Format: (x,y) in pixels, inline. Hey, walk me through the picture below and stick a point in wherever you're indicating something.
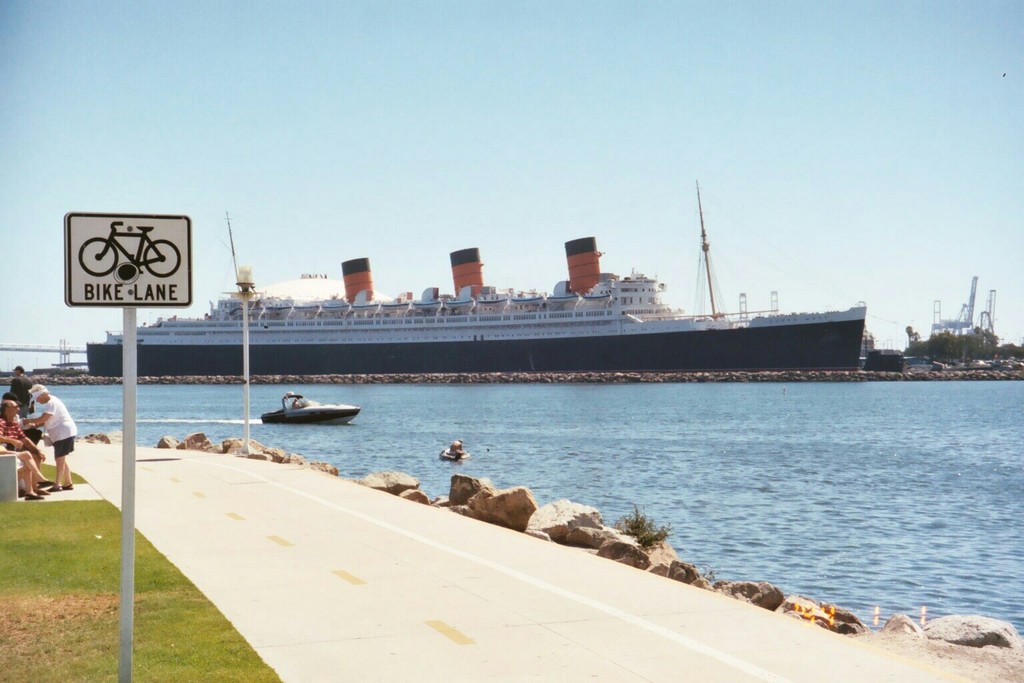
In this picture we can see a pole (128,573) with a sign board (128,253). Behind the pole (135,508) there are some people (69,452) standing and some people (20,441) sitting on a bench (13,482). On the right side of the people (23,432) there are rocks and boats (265,420) on the water (349,427). Behind the boats (336,411) there's a ship (615,291) and they are looking like trees (946,347) and behind the ship (470,324) there is the sky (552,166).
